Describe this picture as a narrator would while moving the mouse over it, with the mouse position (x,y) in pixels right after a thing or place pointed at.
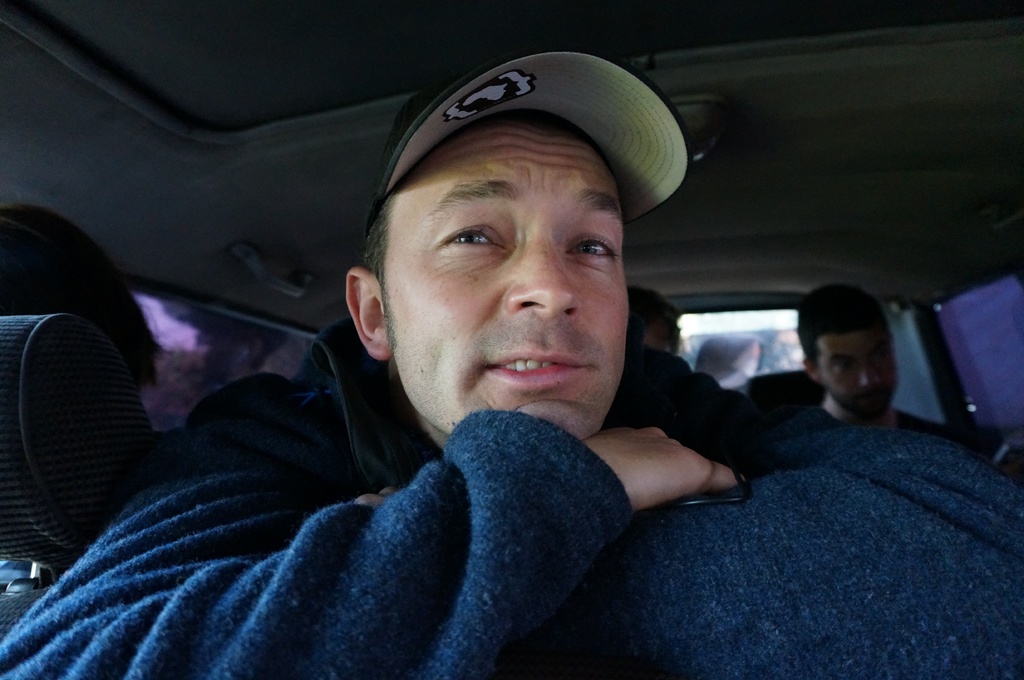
A picture inside of a car (216,356). These persons (63,293) are sitting inside of a car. This man (513,384) wore jacket (430,457) and cap (492,119).
